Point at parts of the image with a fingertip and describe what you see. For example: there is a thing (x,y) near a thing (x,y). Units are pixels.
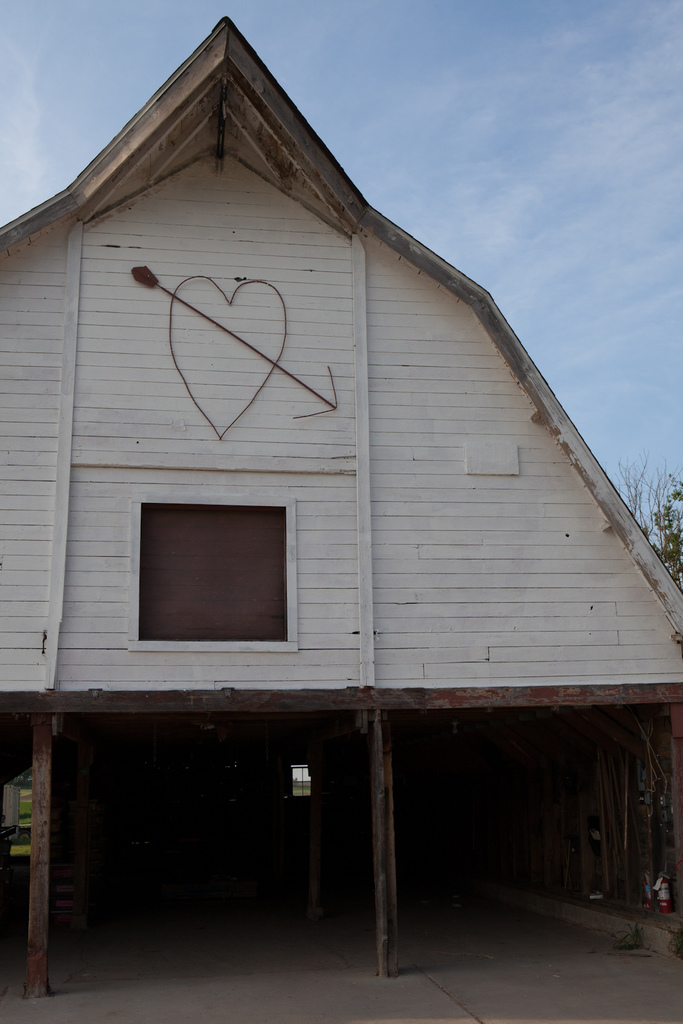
In this picture I can see a wooden house (340,433) and a tree (653,507) and I can see a blue cloudy sky (441,90).
